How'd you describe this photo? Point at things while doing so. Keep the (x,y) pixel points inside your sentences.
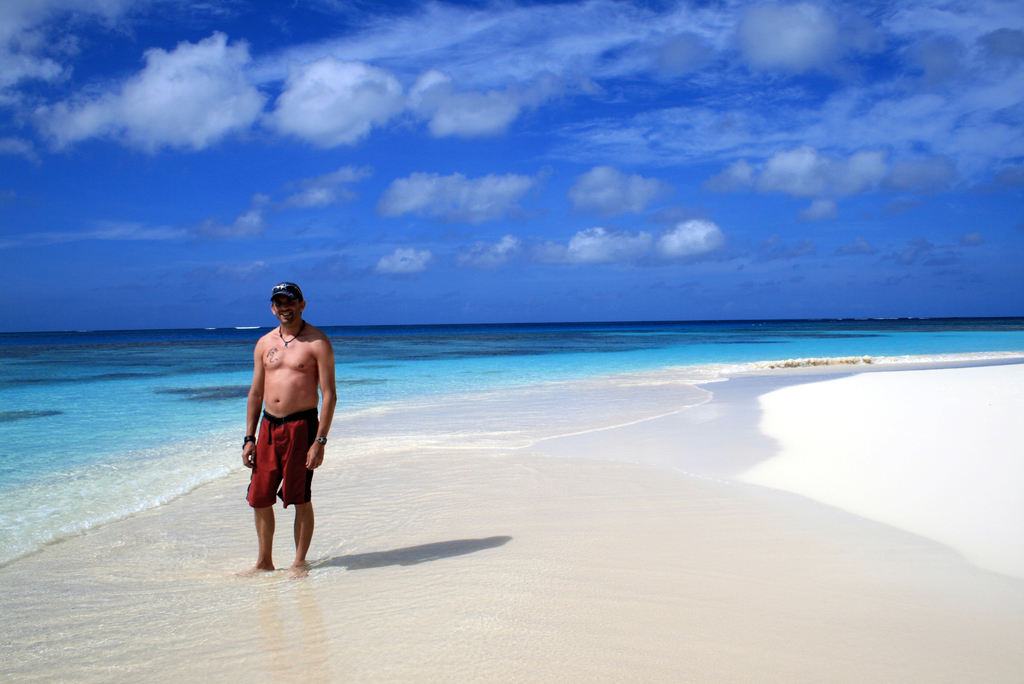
In this image, we can see a person (326,342) on the beach (357,514). There are clouds (824,110) in the sky (811,94).
